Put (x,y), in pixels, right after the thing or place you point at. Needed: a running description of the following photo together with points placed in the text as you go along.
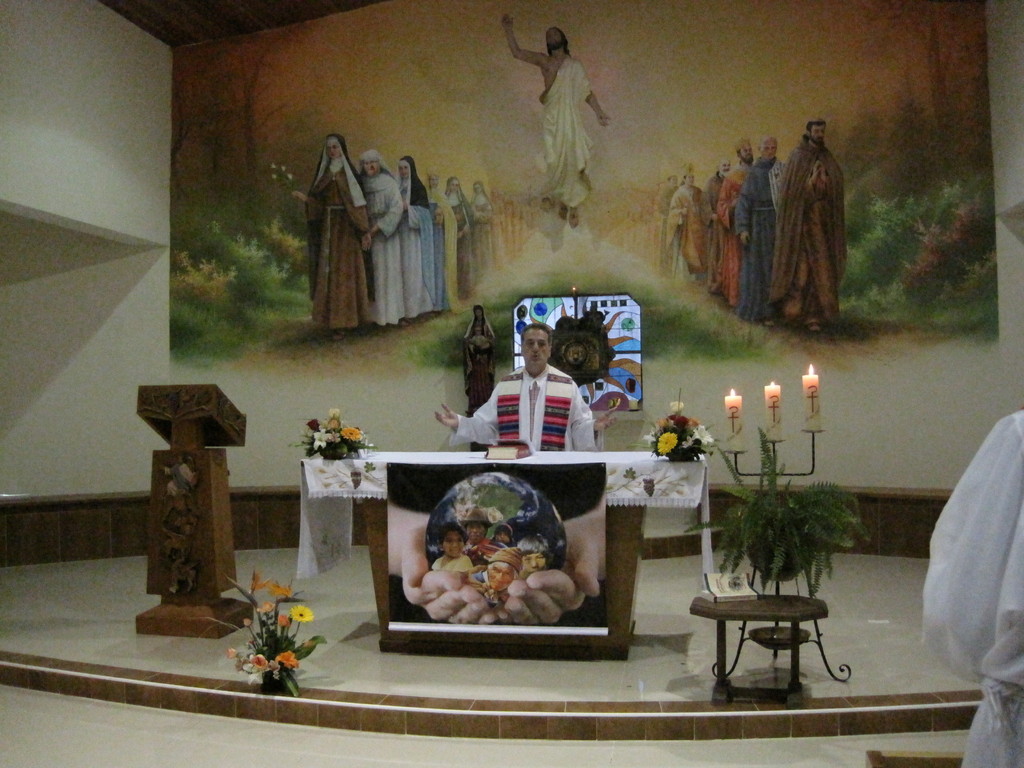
In this picture we can see a man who is standing on the floor (665,663). This is table (431,635). On the table (378,472) there are two flower bouquets (312,436). On the background (854,188) there is a wall (693,188) and this is a painting (705,138). Here we can see a sculpture (492,379). And these are the candles (771,387).
